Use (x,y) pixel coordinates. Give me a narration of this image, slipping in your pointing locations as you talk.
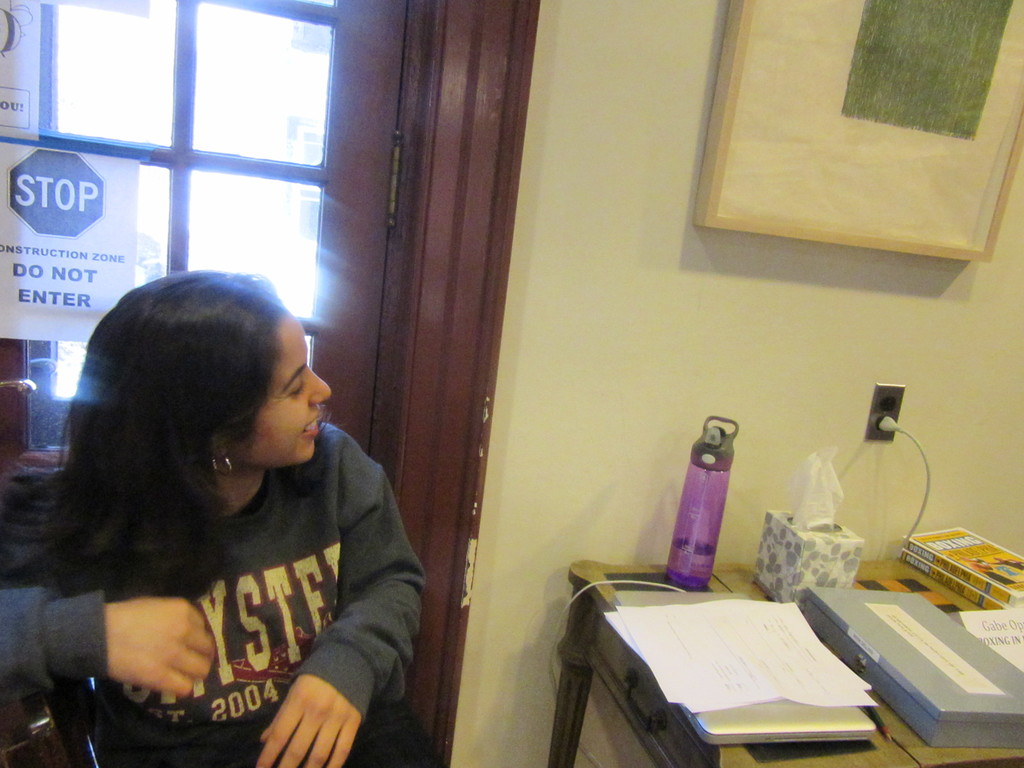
In the image there is a woman (325,537) sat at the left side (312,578) corner and in front of her there is table (851,752) with books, bottle (709,483) on it and on right side wall (734,551) there is photo frame (842,190), backside of her its door (218,134).
